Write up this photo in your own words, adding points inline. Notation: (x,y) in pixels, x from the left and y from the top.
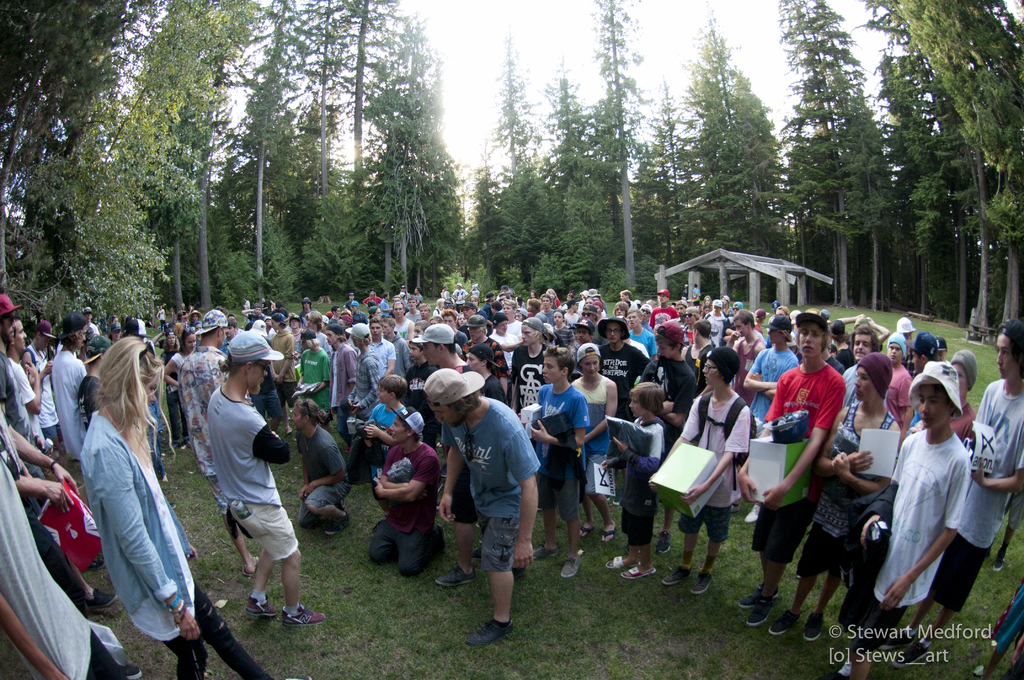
In the image there is a huge crowd (411,370) on the grass surface (338,445) and around the crowd (510,464) there are tall trees (478,233). In the background (722,270) there is a shelter (742,252) made up of wood (770,272).
